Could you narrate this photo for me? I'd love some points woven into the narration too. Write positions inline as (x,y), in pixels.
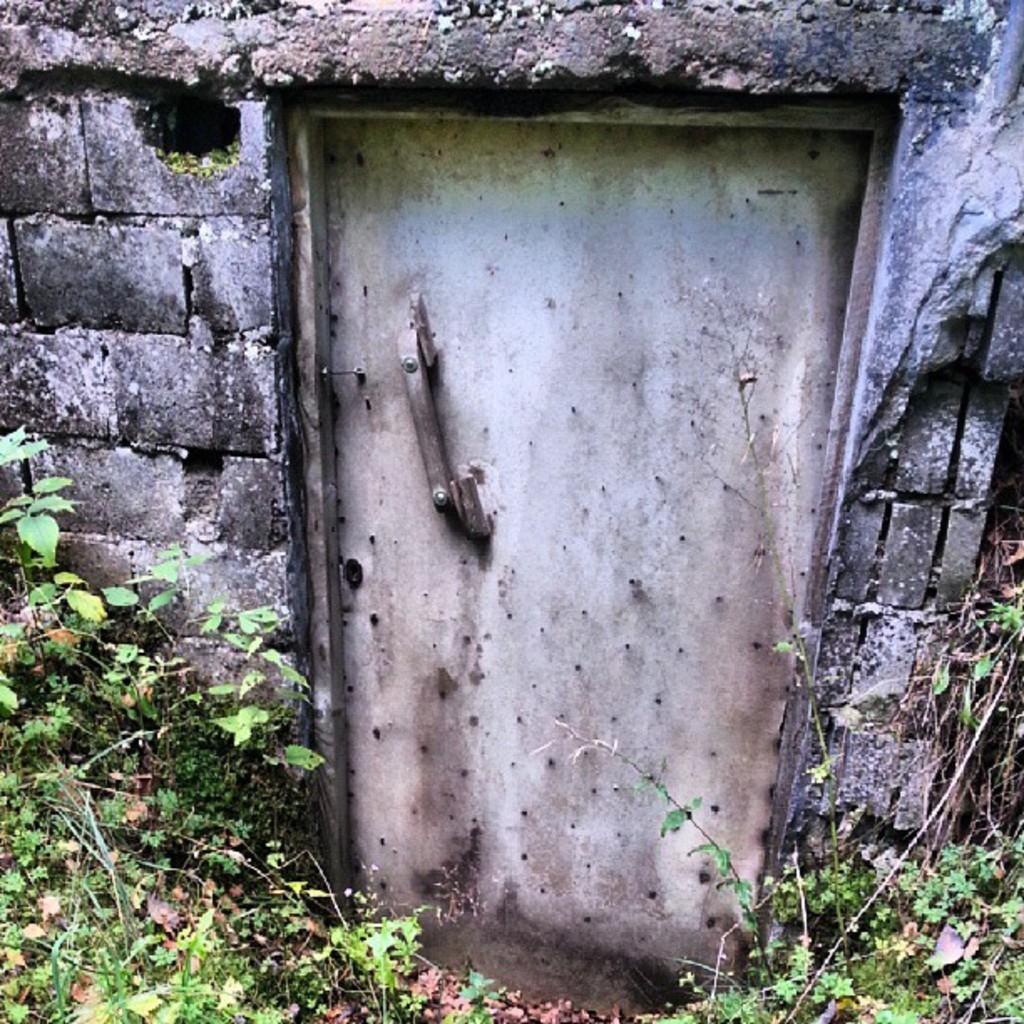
This picture shows a wall (735,56) with a metal door (607,270) to it and we see plants (136,837).
